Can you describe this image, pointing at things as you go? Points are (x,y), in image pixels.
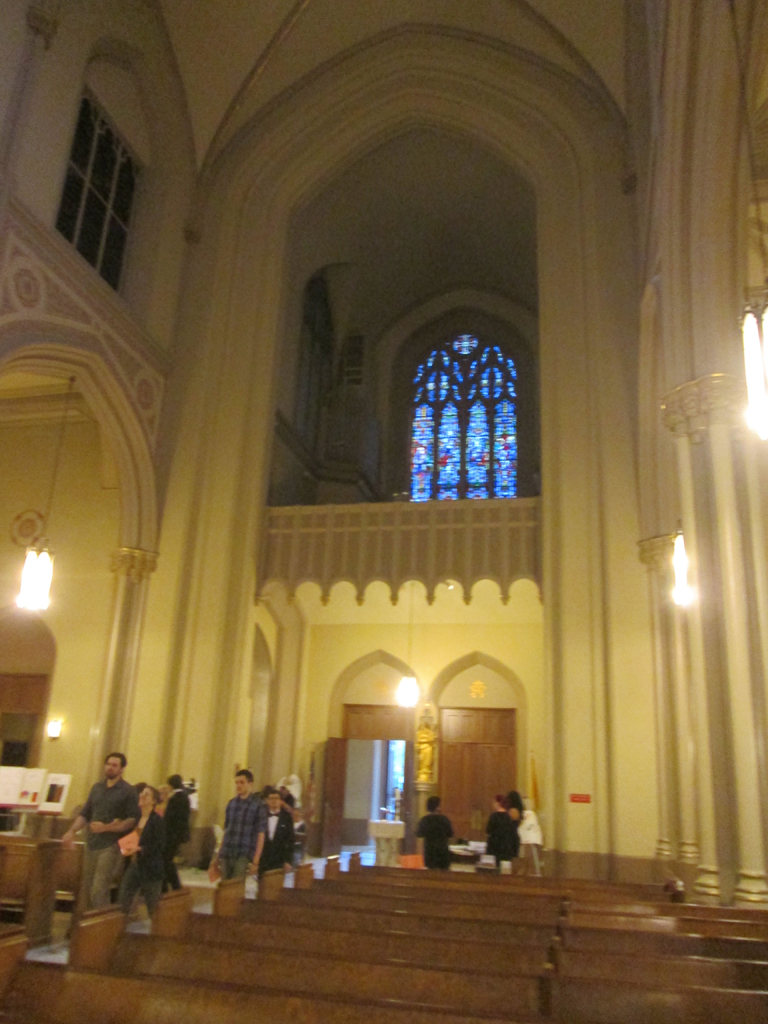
In this picture we can see benches (450,872), some people (112,882) on the floor (40,945) and in the background (16,796) we can see boards (38,777), lights (753,355), doors (329,802), windows (444,420), statue (423,777) and some objects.
